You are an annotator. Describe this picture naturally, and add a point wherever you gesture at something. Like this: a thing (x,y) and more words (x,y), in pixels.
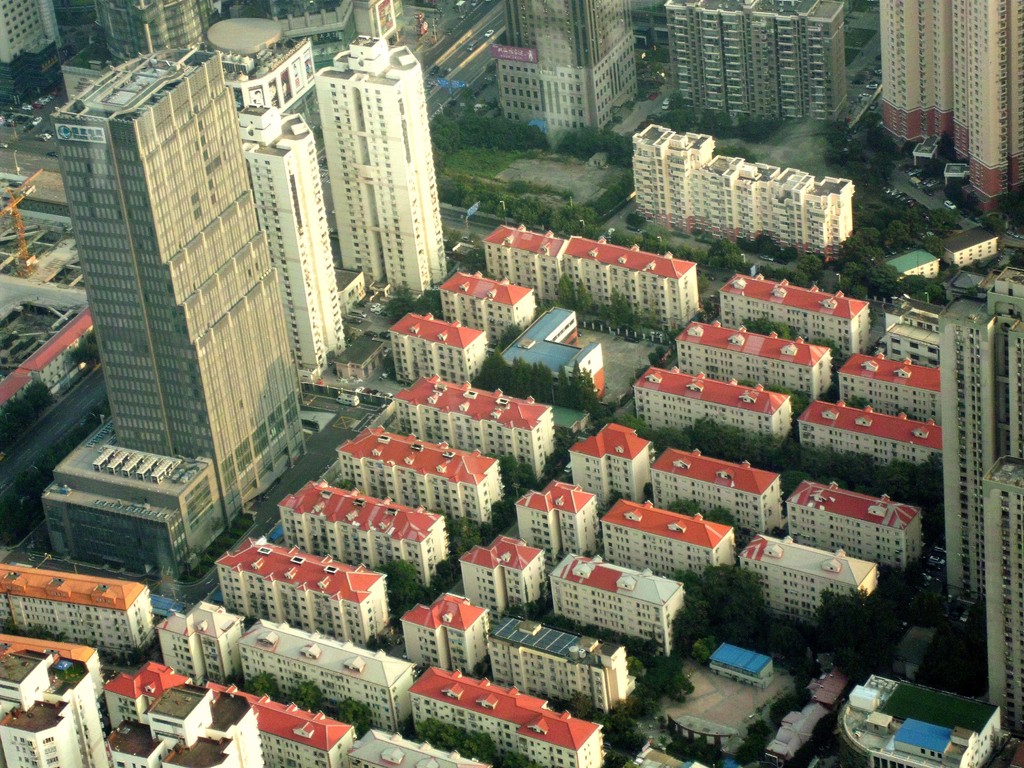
This is an aerial view. In this picture we can see the buildings (484,514), trees (504,199), road (627,213), some vehicles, roofs (75,335), towers (151,222).
